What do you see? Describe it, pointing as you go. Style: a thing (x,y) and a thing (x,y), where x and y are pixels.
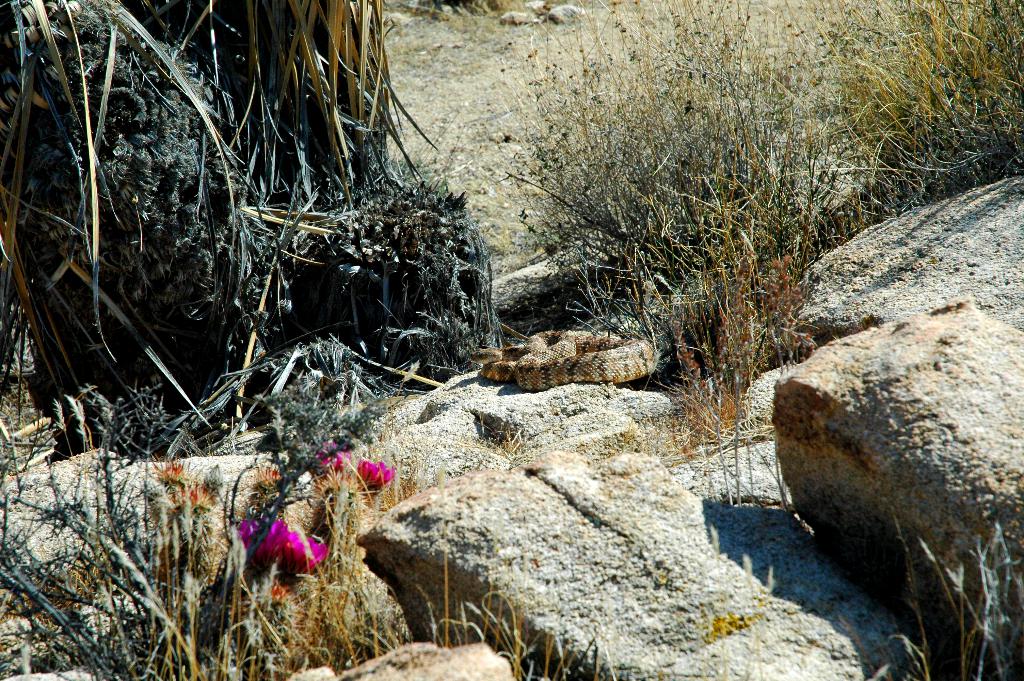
In the picture I can see a snake (589,367) on the rocks (489,519). I can also see flower plants (314,597), trees (345,348) and some other things (323,611).
